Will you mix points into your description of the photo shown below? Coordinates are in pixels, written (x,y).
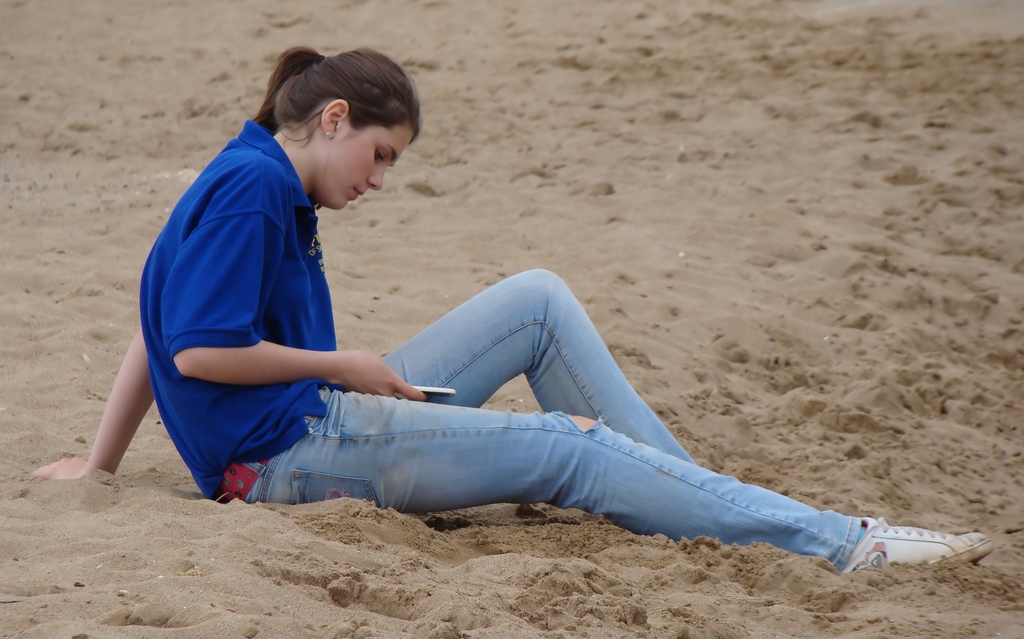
There is a woman (250,452) sitting on the sand (424,532) and operating a mobile phone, she is wearing jeans (411,453) and blue shirt (240,336).
